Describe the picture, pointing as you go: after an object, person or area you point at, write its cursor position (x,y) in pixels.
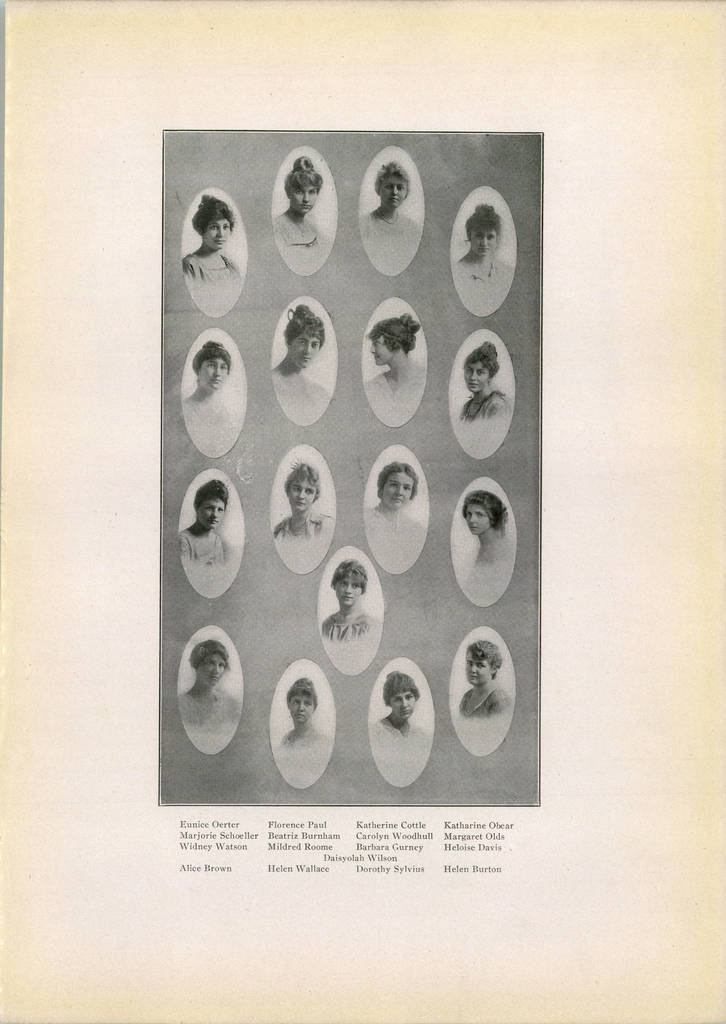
These are photos of some people (303,534) and at the bottom (255,832), there is text (386,850).
